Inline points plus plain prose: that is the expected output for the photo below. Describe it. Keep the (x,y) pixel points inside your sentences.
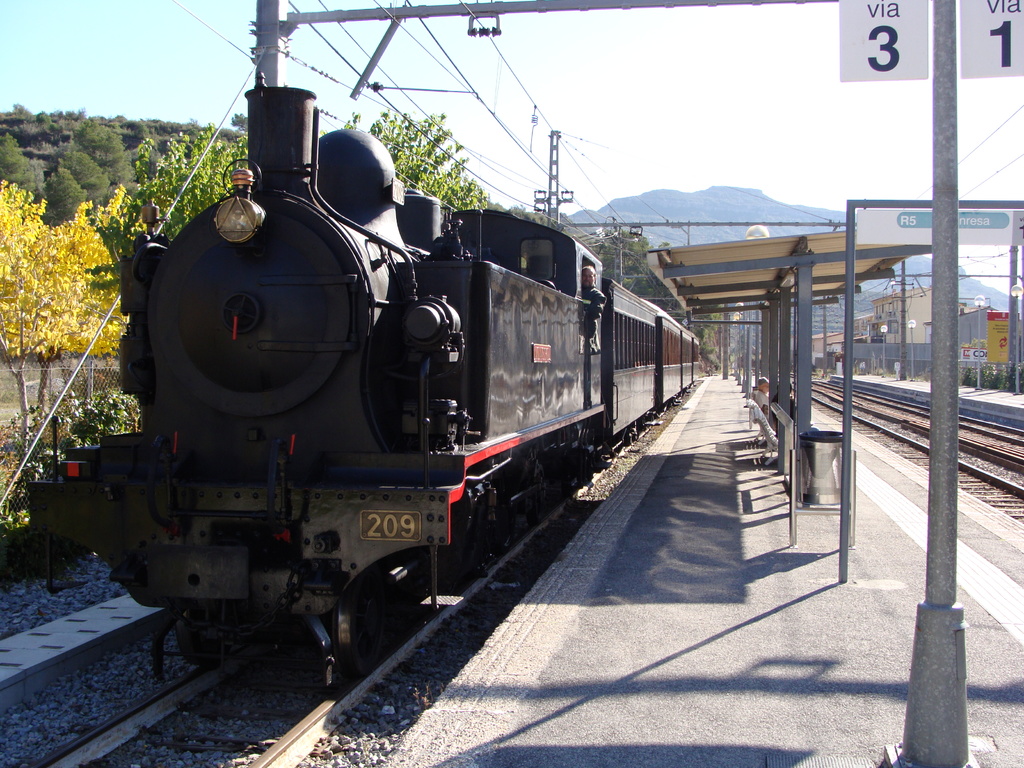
In this picture we can see a person (594,309) is standing in the train (515,350) and the train (352,407) is on the railway track (243,673). On the left side of the train (381,320) there is an electric pole (269,75) with cables (50,413), trees (76,166) and the fence (46,371). On the right side of the train (441,324) there is a platform (715,456) and on the platform (729,471) there are poles (959,643), boards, a dustbin (836,436) and some people (766,388) are sitting on the bench (760,422). On the right side of the people (763,406) there is a board (989,331), buildings (963,332) and behind the buildings (878,302) there is a hill (706,206) and the sky (720,140).
